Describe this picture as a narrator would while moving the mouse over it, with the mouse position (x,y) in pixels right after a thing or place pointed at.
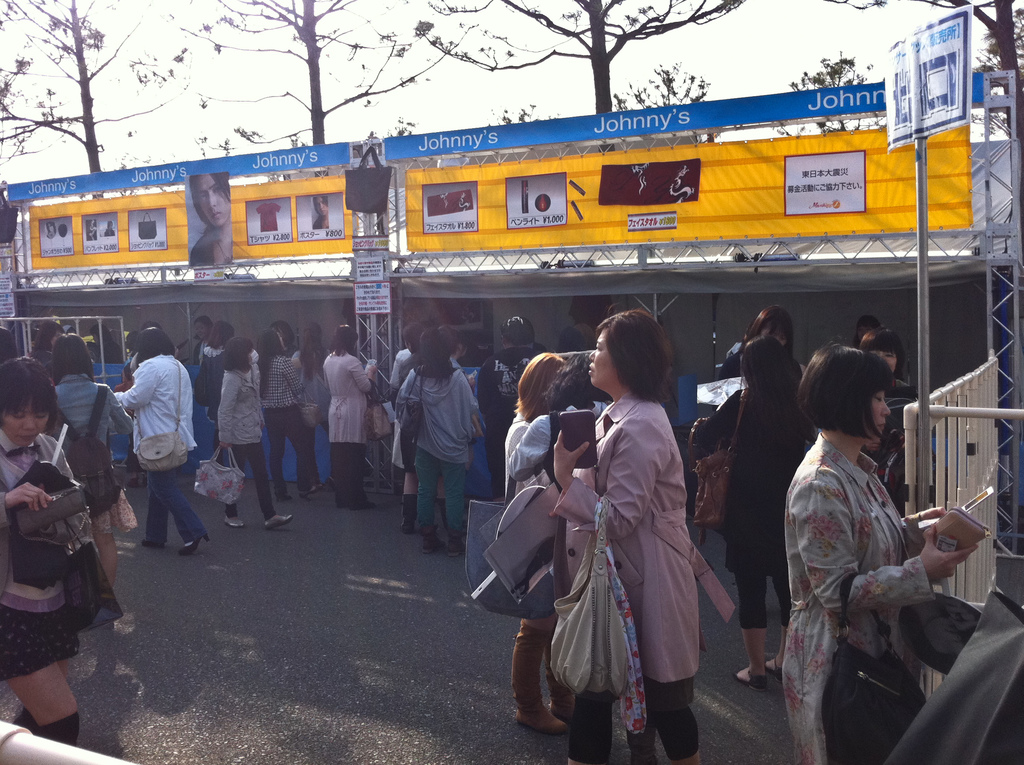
In this picture we can see many people (634,333) walking on the road (364,586). In the background (1021,155), we can see trees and poles (989,83).
